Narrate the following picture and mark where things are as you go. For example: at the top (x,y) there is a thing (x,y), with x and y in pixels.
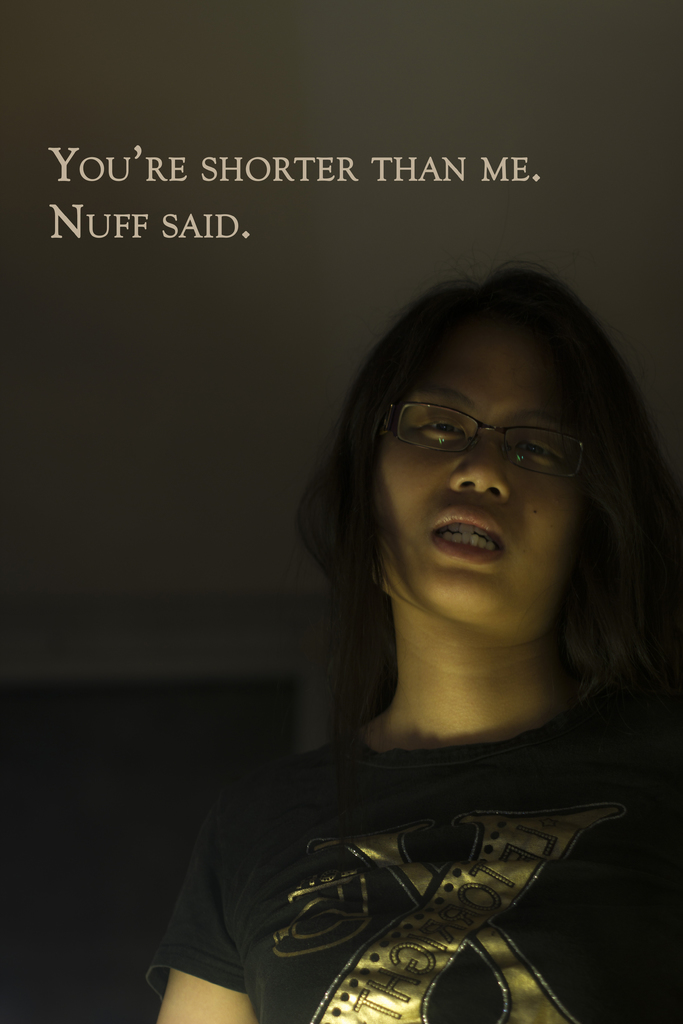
In this image there is a lady (416,773) wearing spectacles (556,438), at the top (499,166) there is some text (255,176).
